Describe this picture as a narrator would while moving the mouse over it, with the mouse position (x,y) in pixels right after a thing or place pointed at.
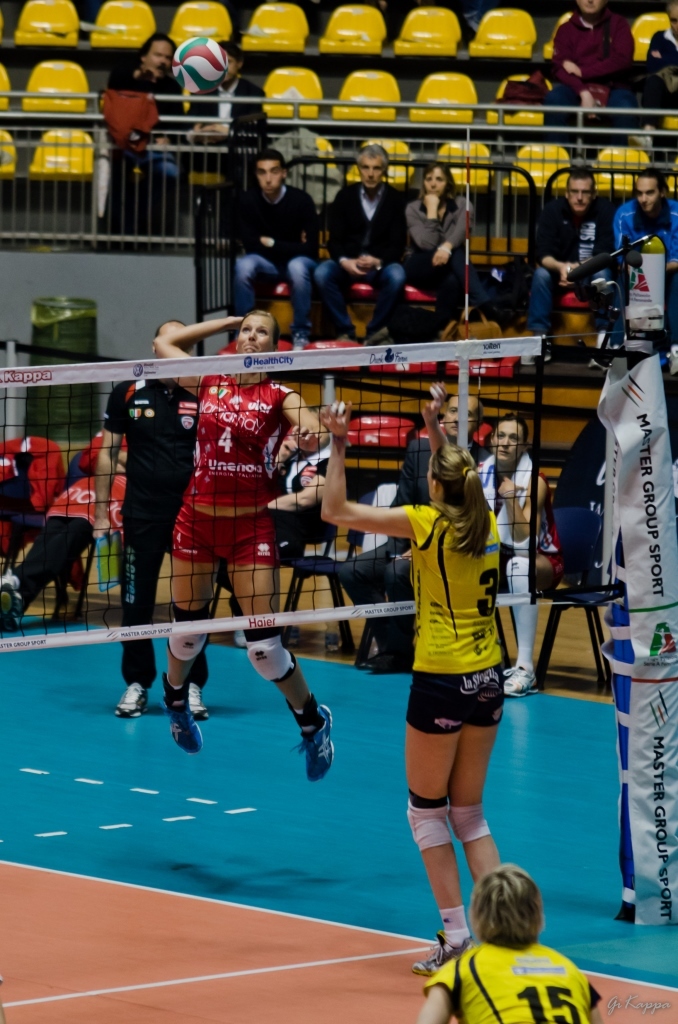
In the picture I can see people (410,536) among them a woman (267,648) is jumping and others are standing. In the background (386,216) I can see some people (355,204) are sitting on chairs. Here I can see a net (255,505), a ball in the air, fence (170,119), yellow color chairs (390,113) and some other objects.
